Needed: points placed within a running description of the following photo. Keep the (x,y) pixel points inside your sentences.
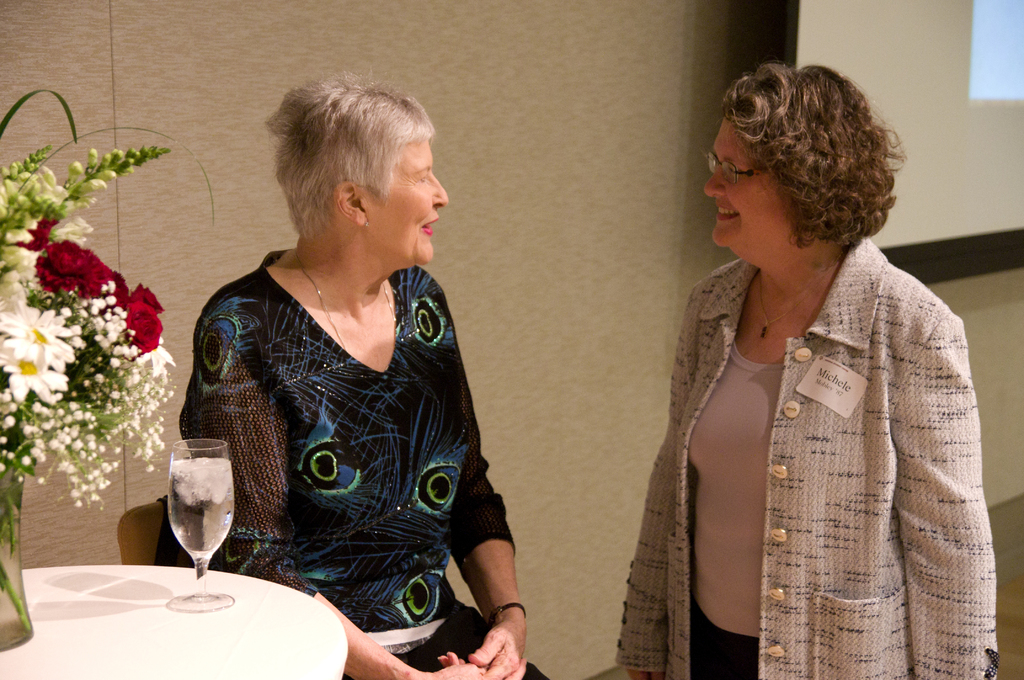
In the picture I can see two women (442,396) are smiling. The woman (771,345) on the right side (816,326) is wearing spectacles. On the left side (124,587) I can see a table (170,586) which has a glass (205,541) and flowers (40,332) on it. In the background (506,100) I can see a wall (590,113) and a projector screen (831,58).
